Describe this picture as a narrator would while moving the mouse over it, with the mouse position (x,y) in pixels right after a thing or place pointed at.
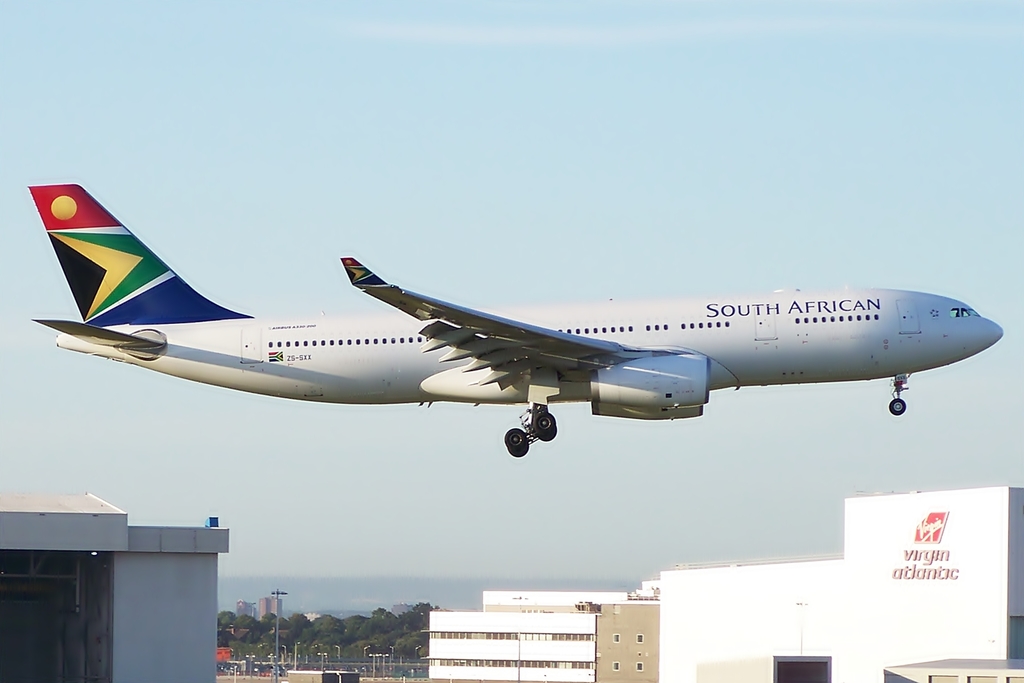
Plane (529,390) is flying in the air with wings (448,345). Here we can see buildings (630,626). Far there are trees (302,644), buildings (246,607) and light poles (276,633). Background there is a sky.
